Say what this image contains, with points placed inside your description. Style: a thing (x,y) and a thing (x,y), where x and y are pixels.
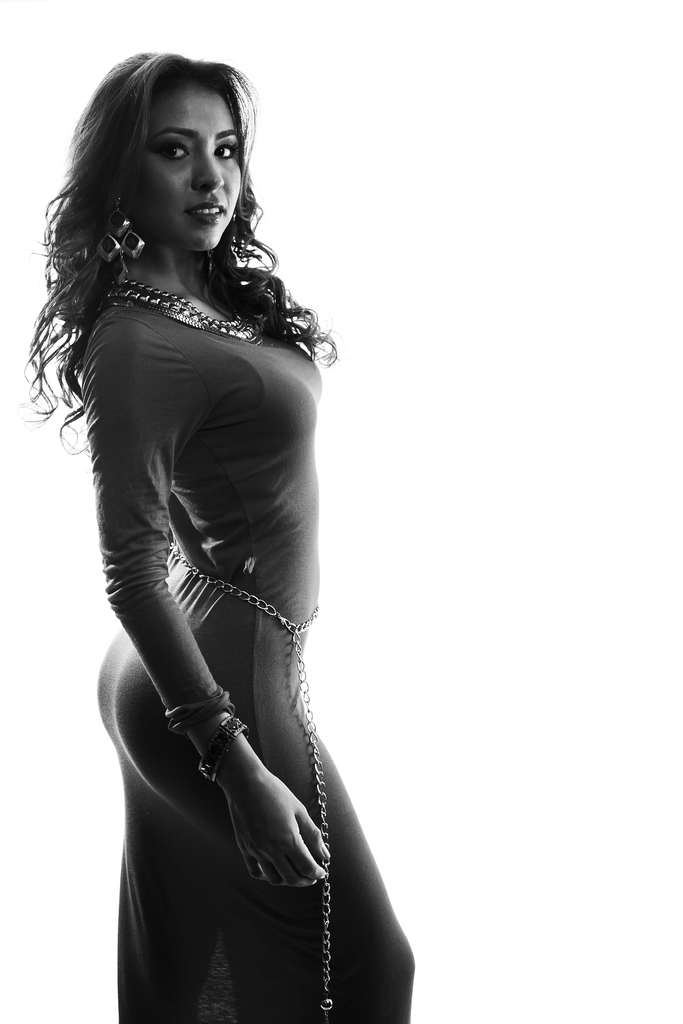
In this image, we can see a woman (305,621) is watching and smiling. She wore earrings (129,254), chain (169,313) and waist jewelry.
